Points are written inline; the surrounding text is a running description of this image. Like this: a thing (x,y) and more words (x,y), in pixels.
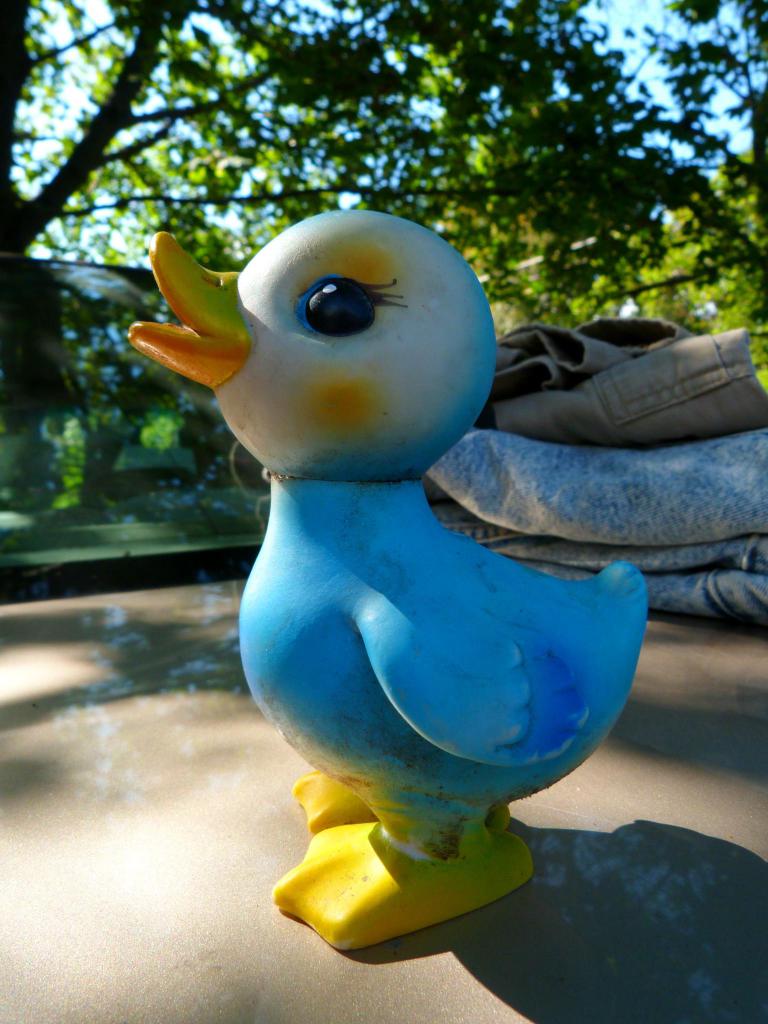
In the image I can see a bird shaped toy (333,556). In the background (587,436) I can clothes (646,477), trees (360,162) and the sky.
